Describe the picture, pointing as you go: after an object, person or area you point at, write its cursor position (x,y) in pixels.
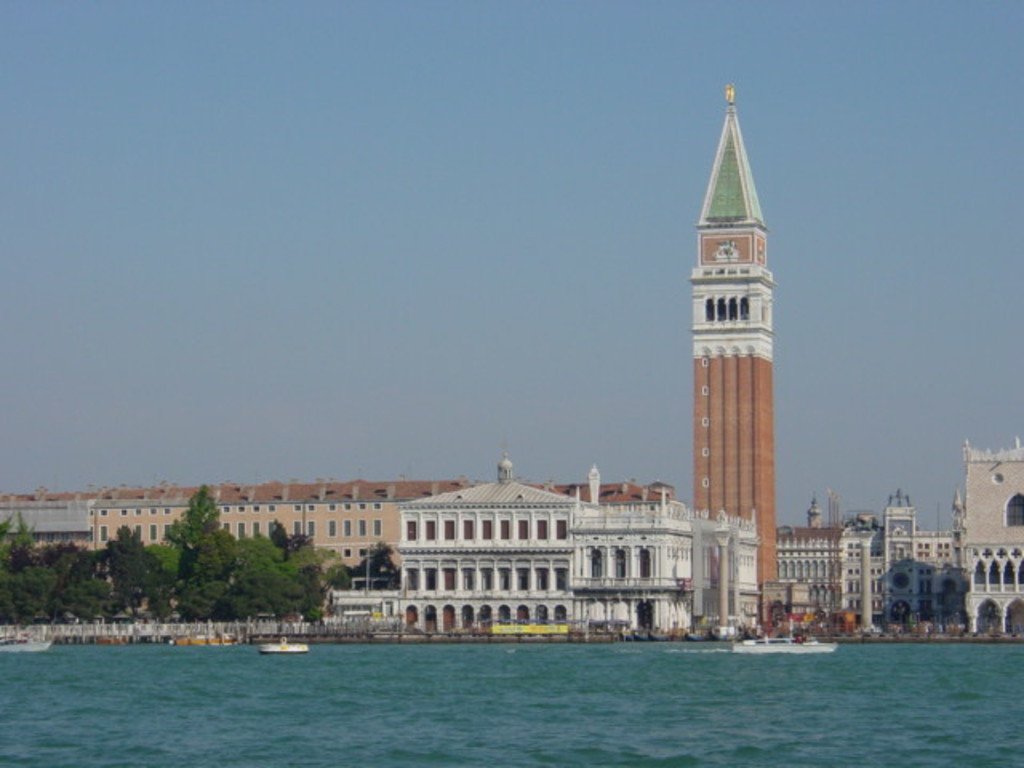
In this picture I can observe a river (283,694). There are some boats (24,646) floating on the water (653,651). On the left side (281,575) I can observe some trees (257,591). There are some buildings (498,556) and a tower (732,449) on the right side (732,436). In the background (416,361) there is a sky (366,319).
